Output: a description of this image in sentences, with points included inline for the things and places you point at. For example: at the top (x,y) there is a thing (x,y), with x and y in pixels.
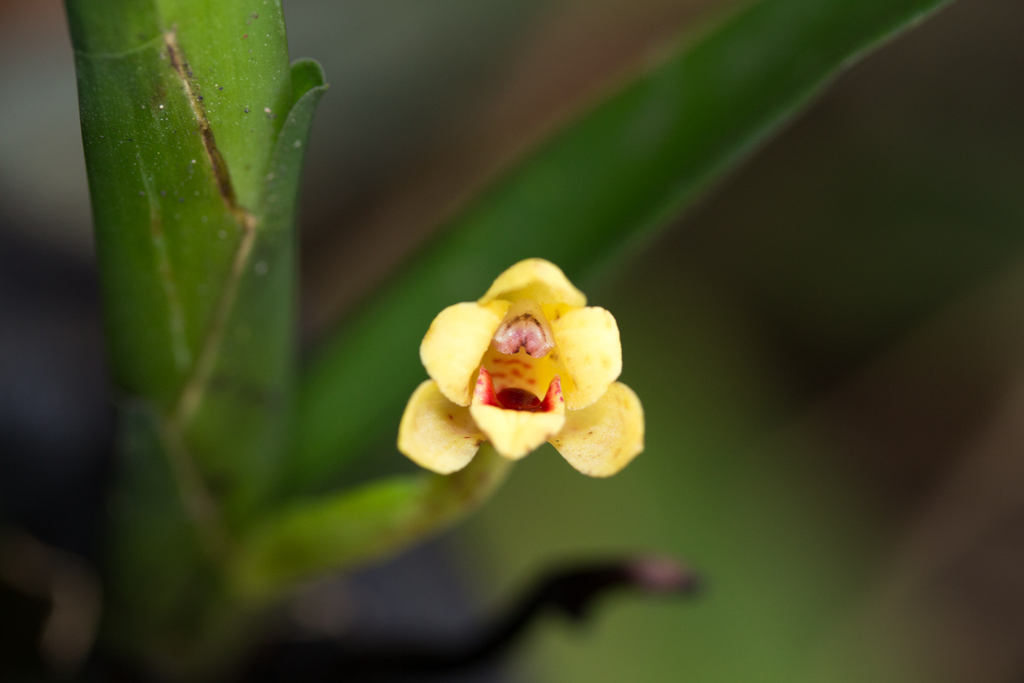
In the image we can see a flower (588,459), yellow in color. This is a flower branch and the background (818,529) is blurred.
